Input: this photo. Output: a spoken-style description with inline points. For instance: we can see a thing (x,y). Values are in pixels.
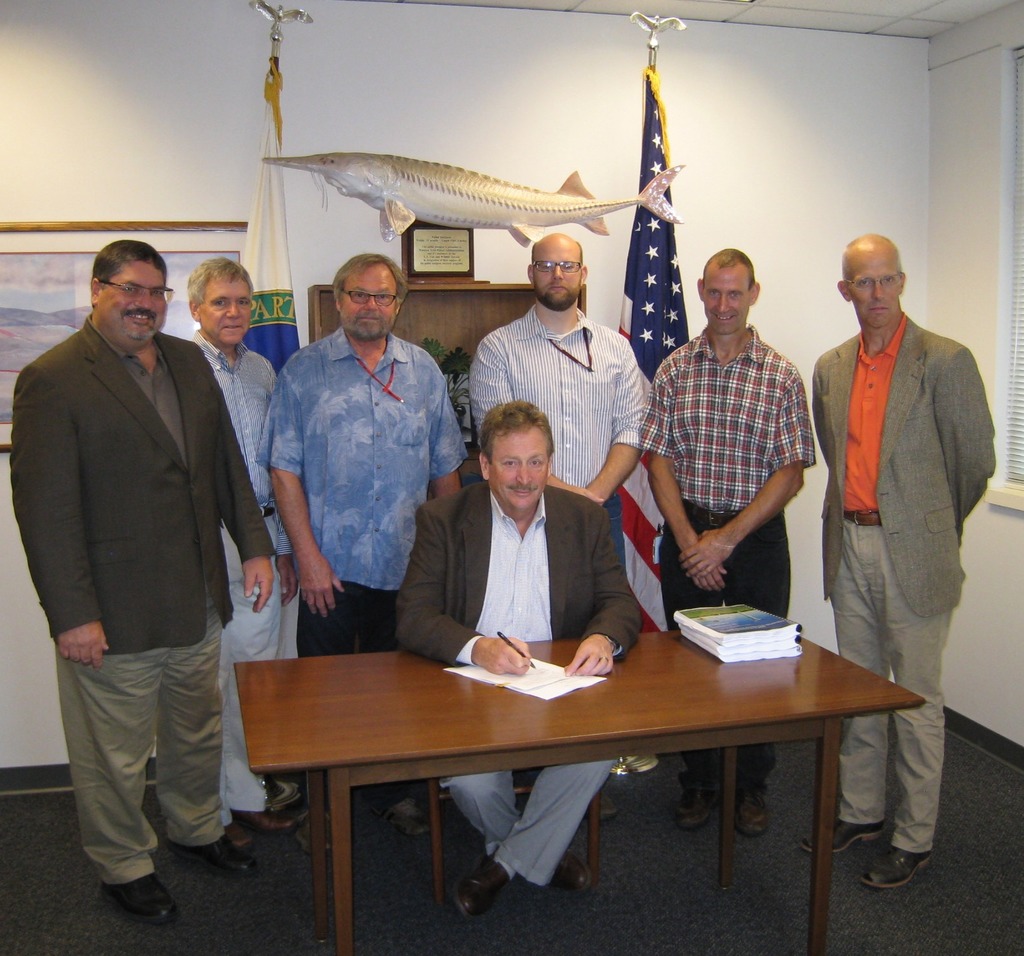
As we can see in the image there is a white color wall (798,223) and few people (167,410) over here and there is a table (453,695). On table (534,708) there is a paper (557,681) and books (719,635).
